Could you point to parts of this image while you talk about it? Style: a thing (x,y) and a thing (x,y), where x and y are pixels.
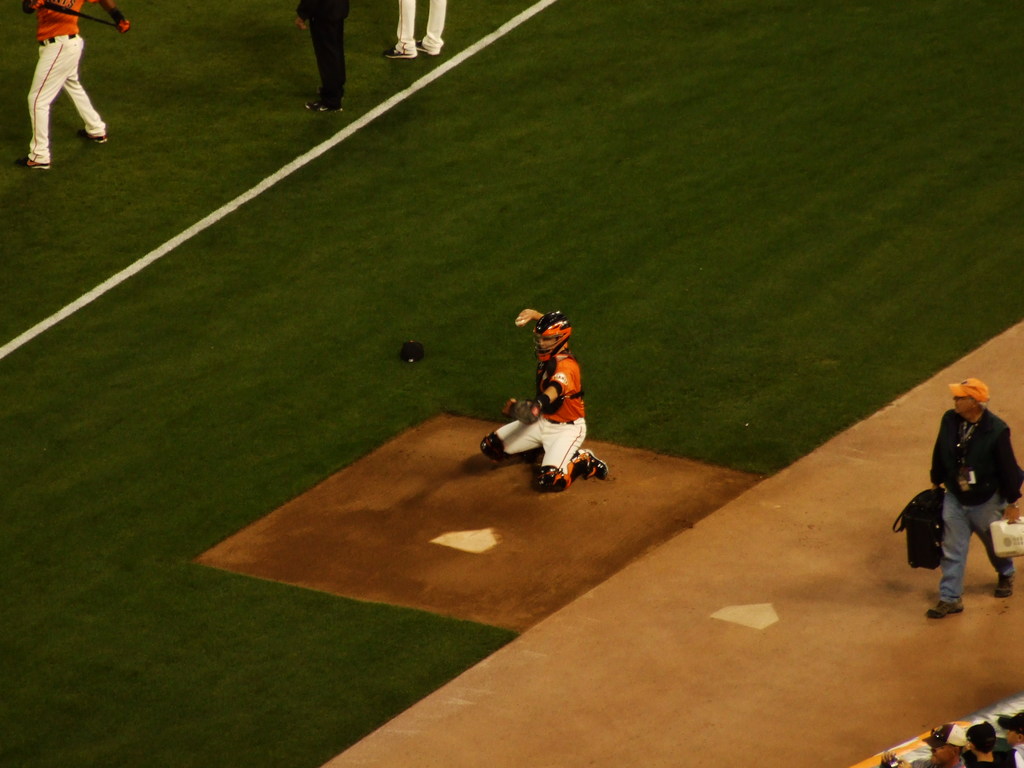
In the image I can see a person (569,359) who is wearing the helmet (547,358) and sitting on the ground (504,365) and also I can see some other people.
